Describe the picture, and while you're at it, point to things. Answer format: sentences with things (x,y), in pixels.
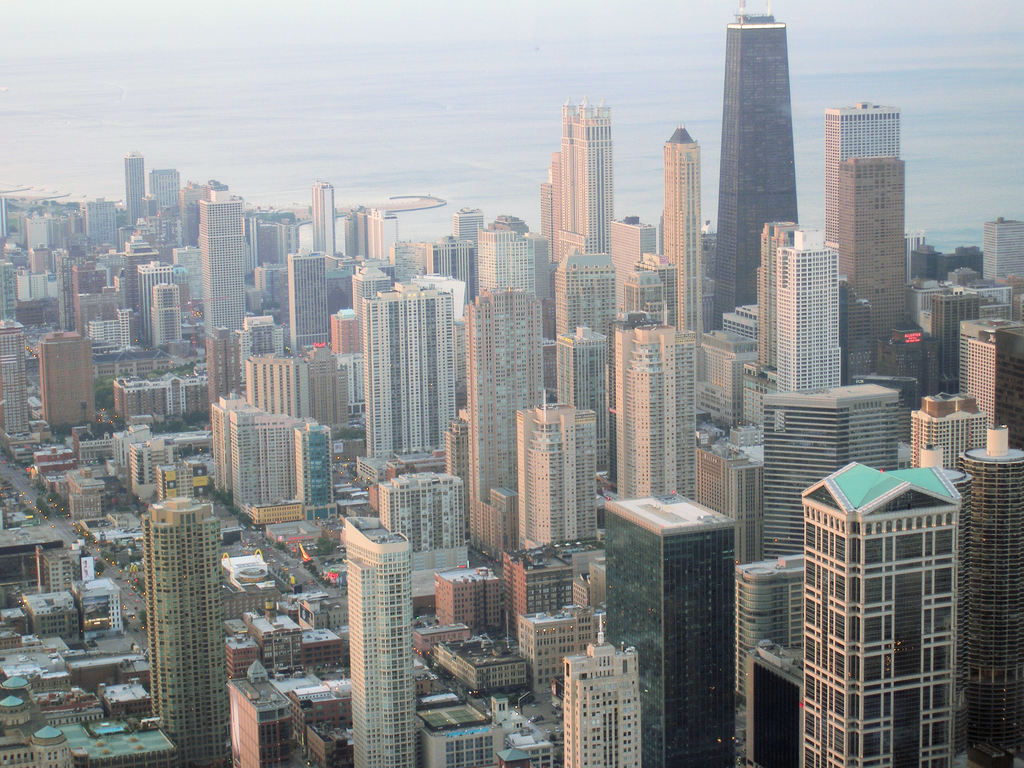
This picture is clicked inside the city. There are many buildings (594,445) in this picture. This is the top view of the picture. In the background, we see the sky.
